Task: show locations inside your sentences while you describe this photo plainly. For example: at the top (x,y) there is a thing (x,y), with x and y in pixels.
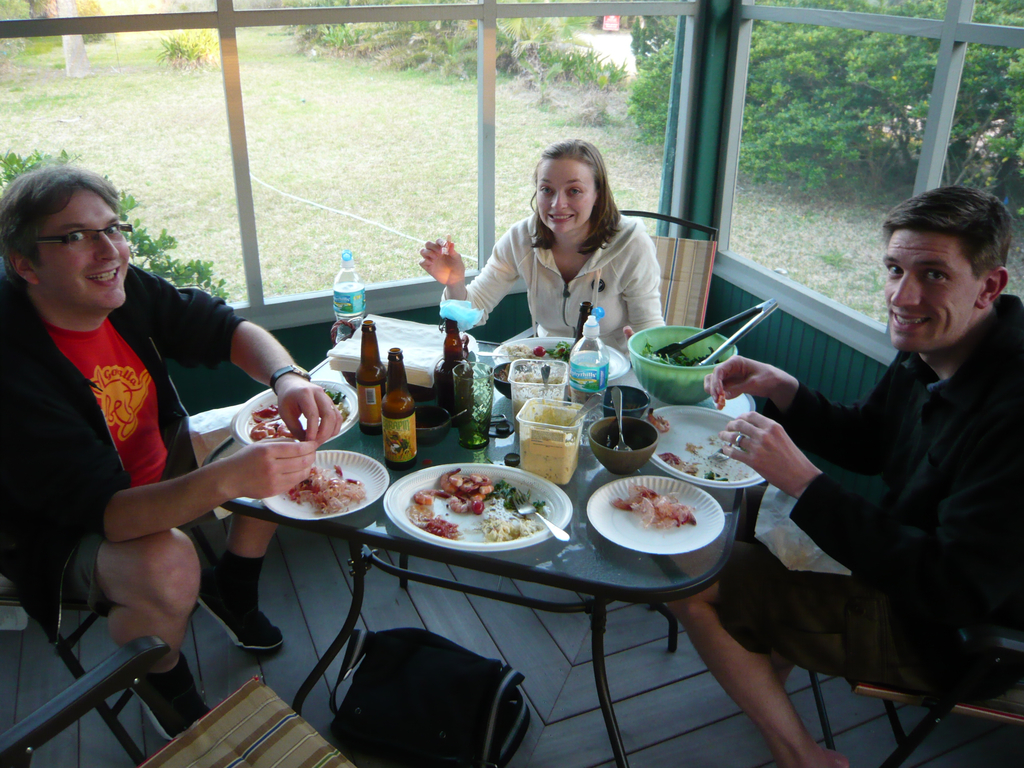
There are 3 people (483,299) sitting on chairs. There is a table (574,563). There is a plate (621,537), bowl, spoon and tissue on a table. We can see in background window (483,261).
